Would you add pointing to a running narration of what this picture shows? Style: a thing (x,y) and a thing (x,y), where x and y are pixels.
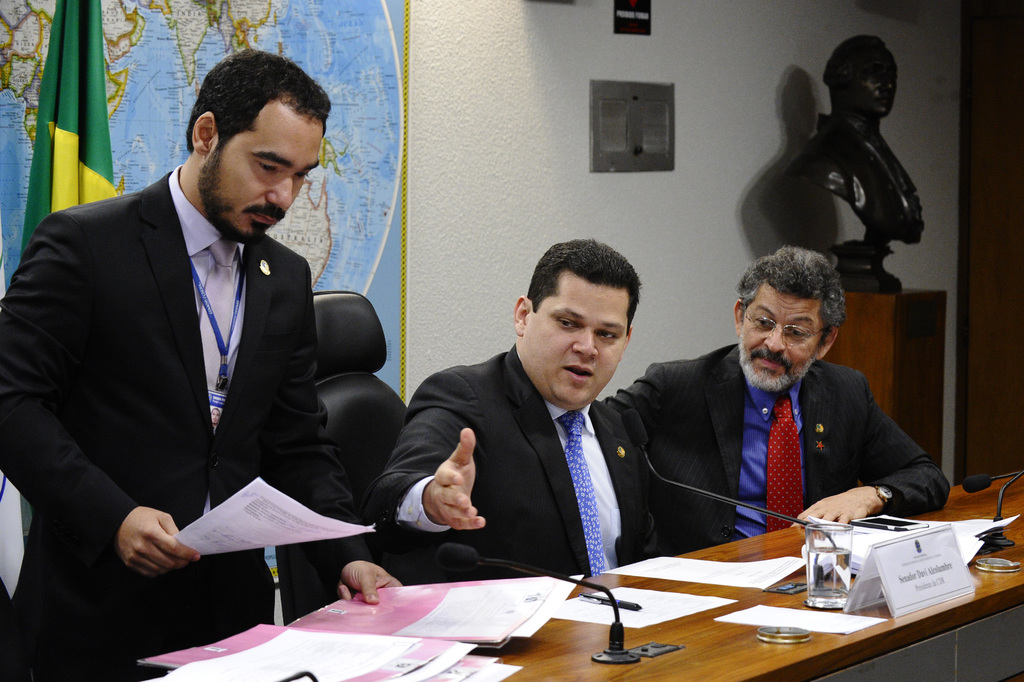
In this image there is a person (279,477) standing and holding papers (301,524) in his hand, beside him there are two people (548,446) sitting in chairs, in front of them on the table (668,588) there are mics (565,578), glass (833,576) of water (838,592), papers (749,609) and name boards (853,601). Behind them there is a flag (75,70), behind the flag (78,70) there is a map (368,101), some objects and photo frames (658,116) on the wall (586,142). In front of the wall (675,184) there is a statue (823,156) on a wooden stool (865,355).
